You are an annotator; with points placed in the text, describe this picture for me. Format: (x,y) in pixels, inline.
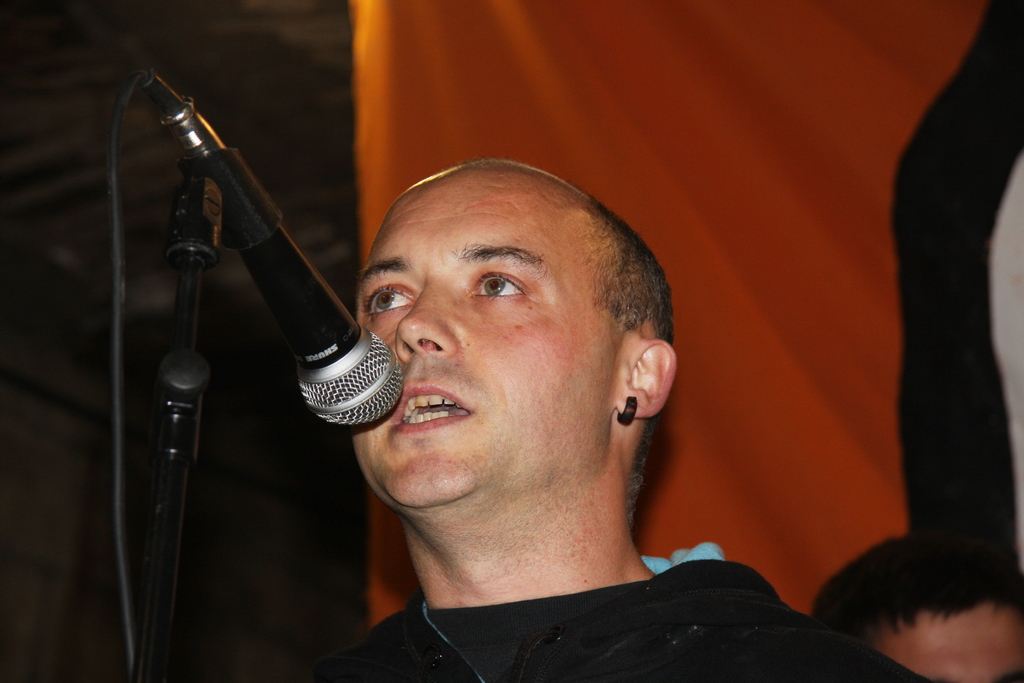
In the image we can see a man (636,582) wearing clothes (517,608), earrings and it looks like he is talking. Here we can see a microphone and cable wire (119,257) and behind the man (436,256) we can see another person (911,615), and the background (773,179) is blurred.
